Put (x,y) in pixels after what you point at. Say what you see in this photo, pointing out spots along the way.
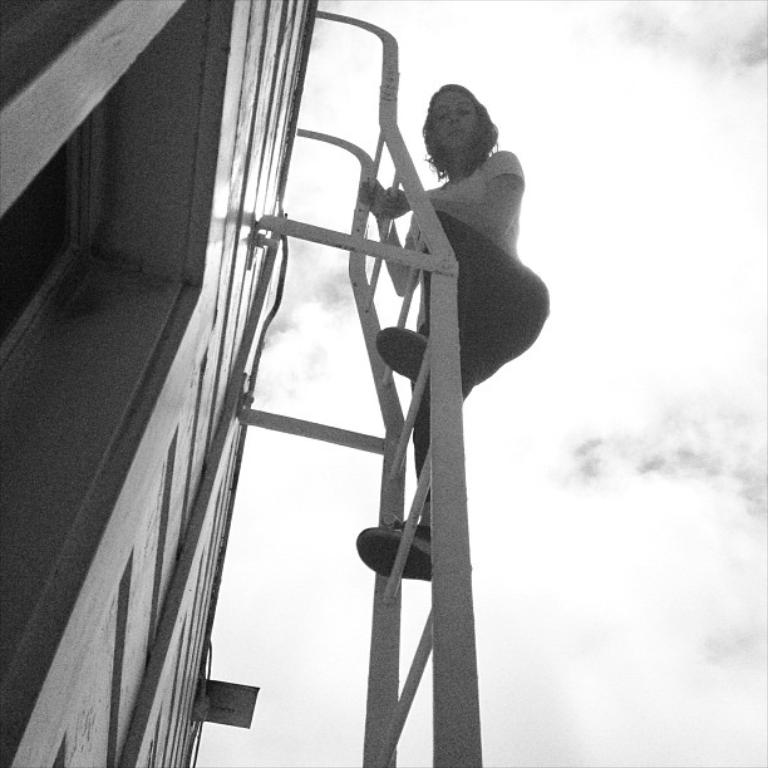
In this black and white picture a woman (480,188) is standing on the ladder (423,477) which is attached to the wall (201,365). Right side (713,75) there is sky (677,542) with some clouds (681,588).
